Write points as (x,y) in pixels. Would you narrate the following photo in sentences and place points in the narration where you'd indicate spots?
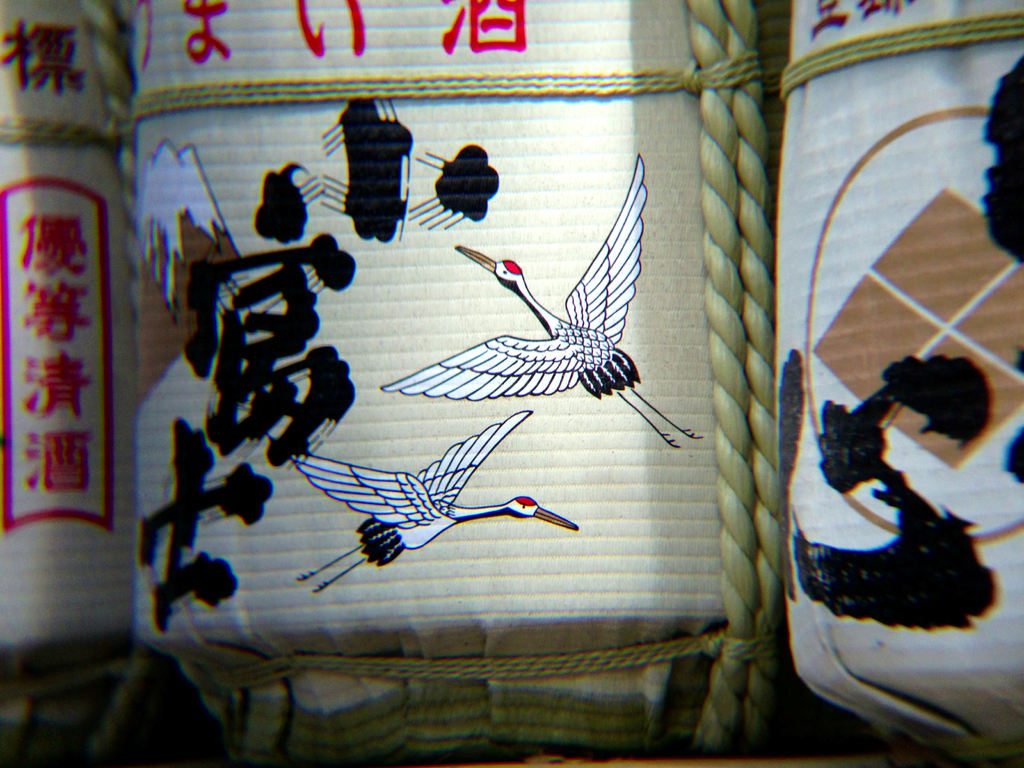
In this image we can see paintings (867,559) on the blocks (554,383).
